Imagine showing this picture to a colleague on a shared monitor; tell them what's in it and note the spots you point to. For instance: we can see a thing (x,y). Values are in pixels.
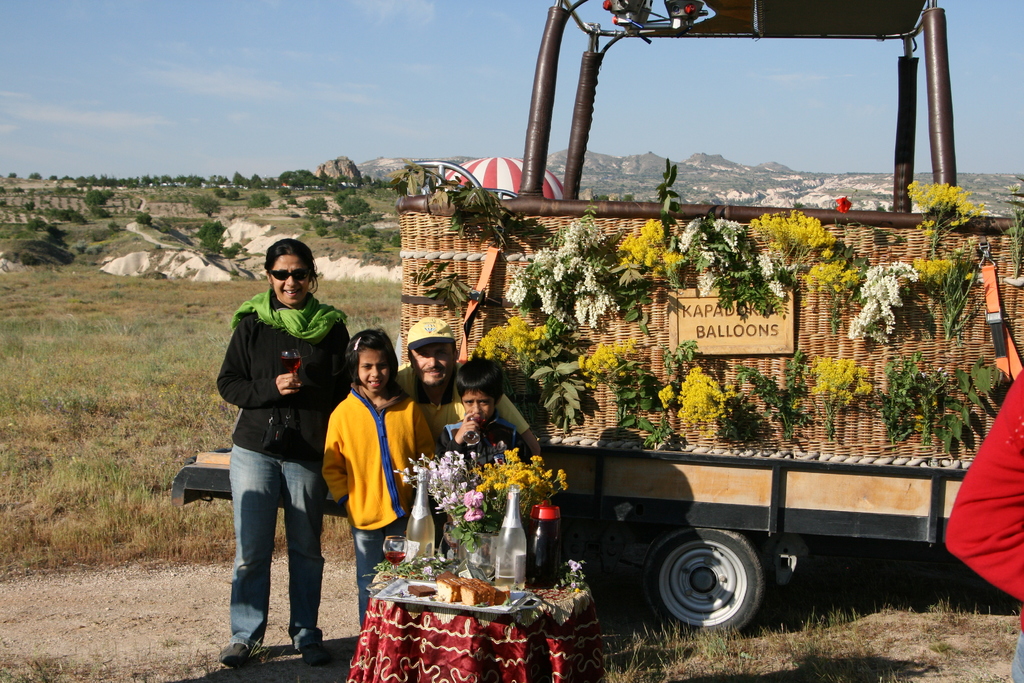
This picture shows few people (339,388) standing and we see a man (423,337) wore cap (423,337) on his head (434,333) and we see few bottles (511,557) and a flower vase (464,523) and a tray (465,600) with some food (463,595) on the table (455,633) and we see a truck (913,353) with flowers (557,266) and we see grass (64,348) on the ground (103,290) and few trees (291,176) and a blue cloudy sky (265,85) and we see another human (982,473) standing on the side.
